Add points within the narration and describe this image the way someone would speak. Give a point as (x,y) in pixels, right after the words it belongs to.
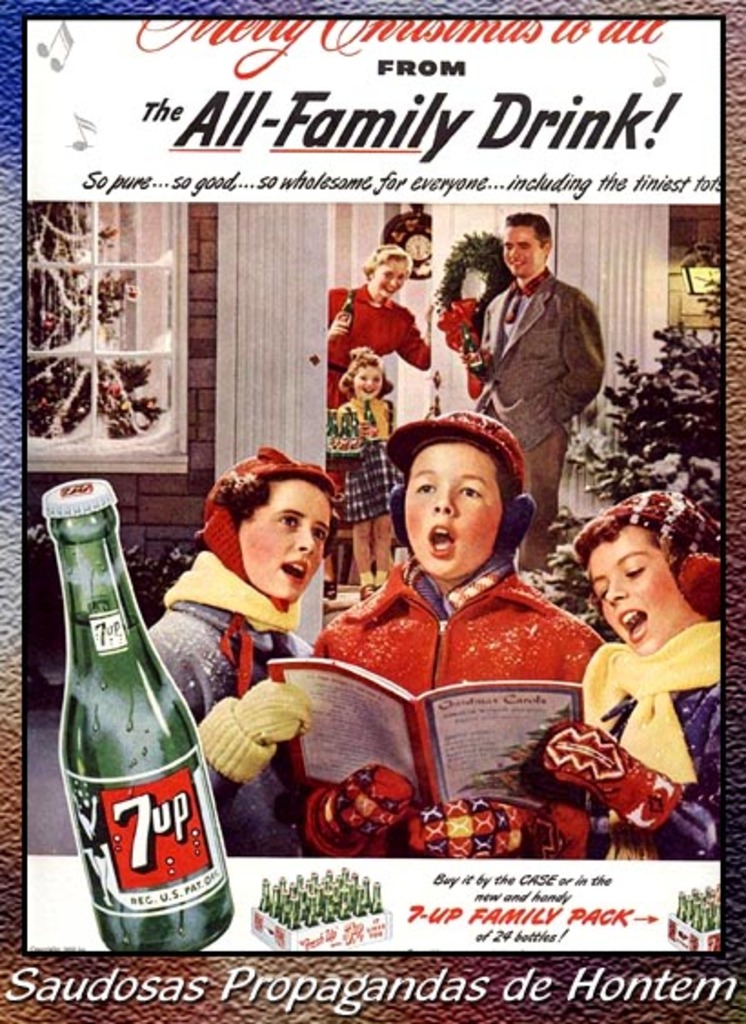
In the center of the image (450,419) there is a poster (155,506) in which there are depictions of persons (183,603) and some text (225,132).
